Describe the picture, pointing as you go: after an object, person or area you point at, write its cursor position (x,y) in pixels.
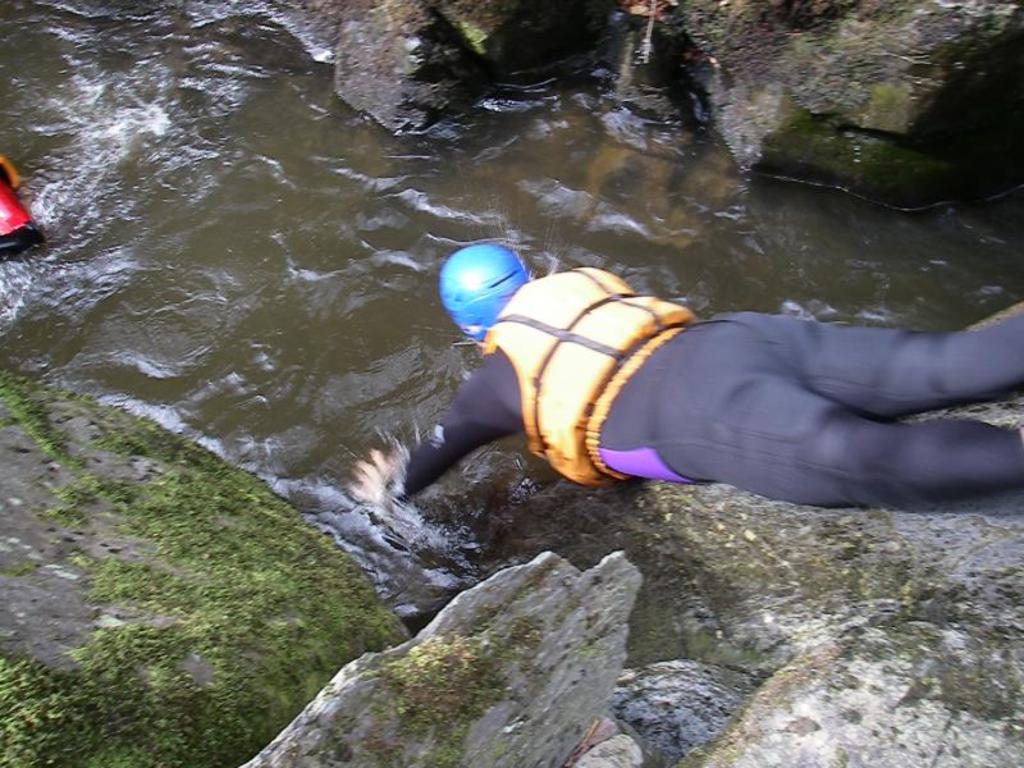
The man (786,376) is highlighted in this picture, as we can he is jumping into a water (326,406). A man (480,365) wore jacket (525,326) and helmet (479,289). This are freshwater river (323,134). Around this water (543,237) there are stones (625,572). The grass (241,625) is on the stone (197,663). This is a flowing water river (261,350), as we can see there are waves (282,354).
